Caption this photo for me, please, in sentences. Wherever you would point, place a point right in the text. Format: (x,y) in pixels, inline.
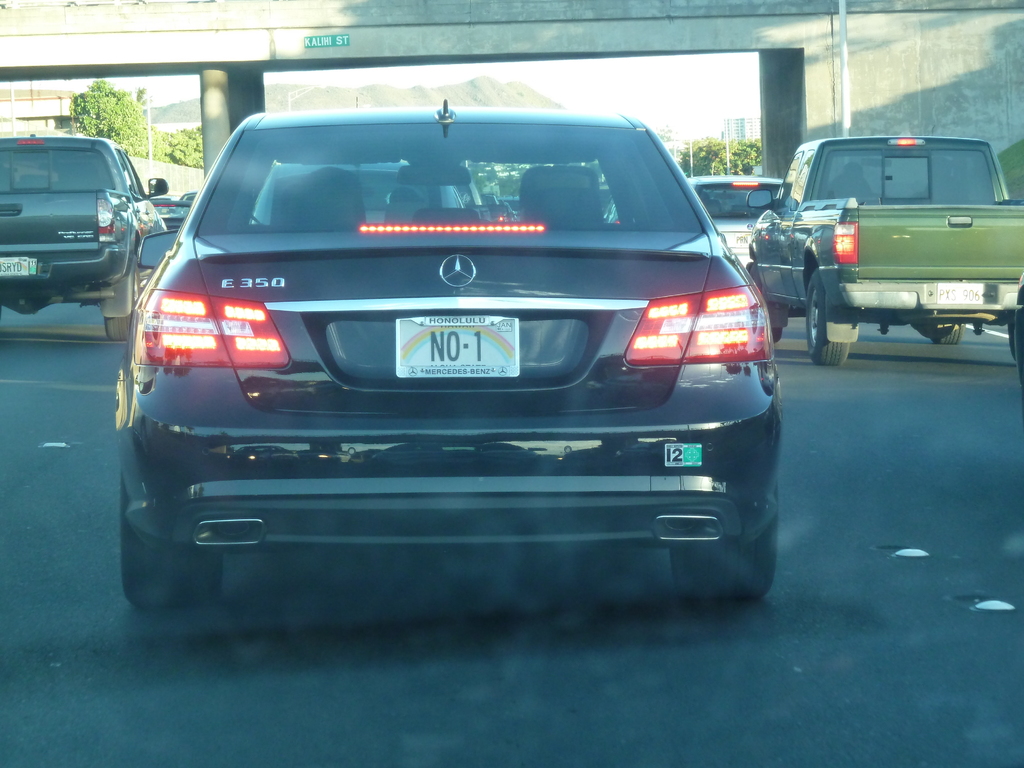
In this image we can see vehicles (329,441) on the road (74,406). In the background (227,71) there is a bridge (188,73), poles (150,118), trees (108,121), buildings (0,133), mountain (326,94) and sky (377,73).
